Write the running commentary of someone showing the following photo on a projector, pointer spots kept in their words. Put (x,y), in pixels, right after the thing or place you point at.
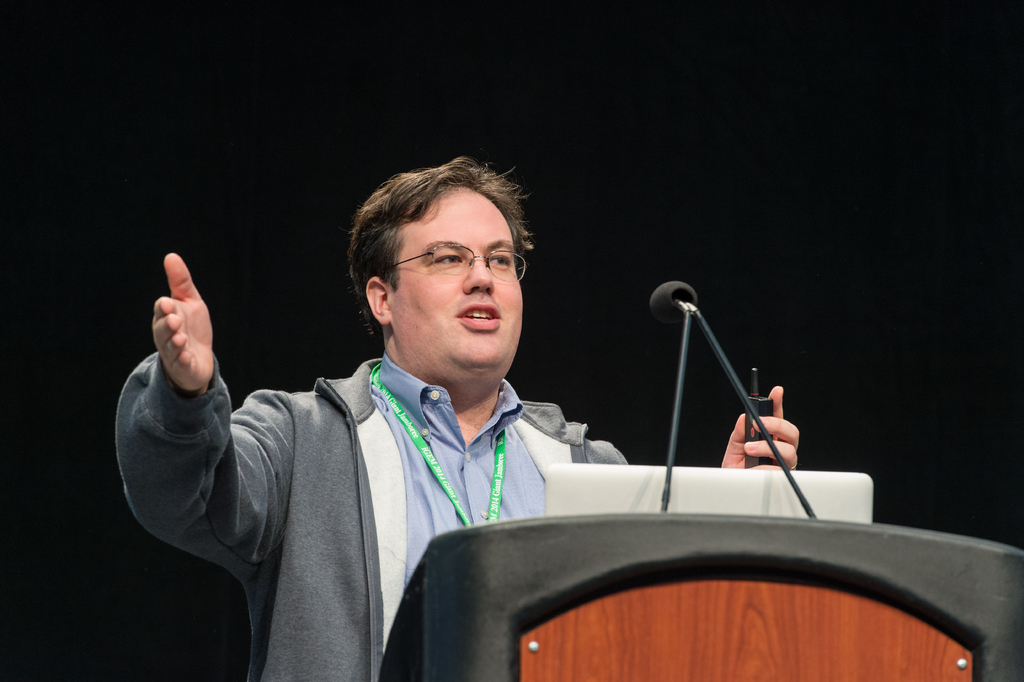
In the center of the image (467,266) we can see a man (452,412) is standing in-front of the podium (449,656) and talking and holding an object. On the podium (986,588), we can see a laptop (692,498), mics (691,306) with stands (688,321). In the background (524,41), the image is dark.
